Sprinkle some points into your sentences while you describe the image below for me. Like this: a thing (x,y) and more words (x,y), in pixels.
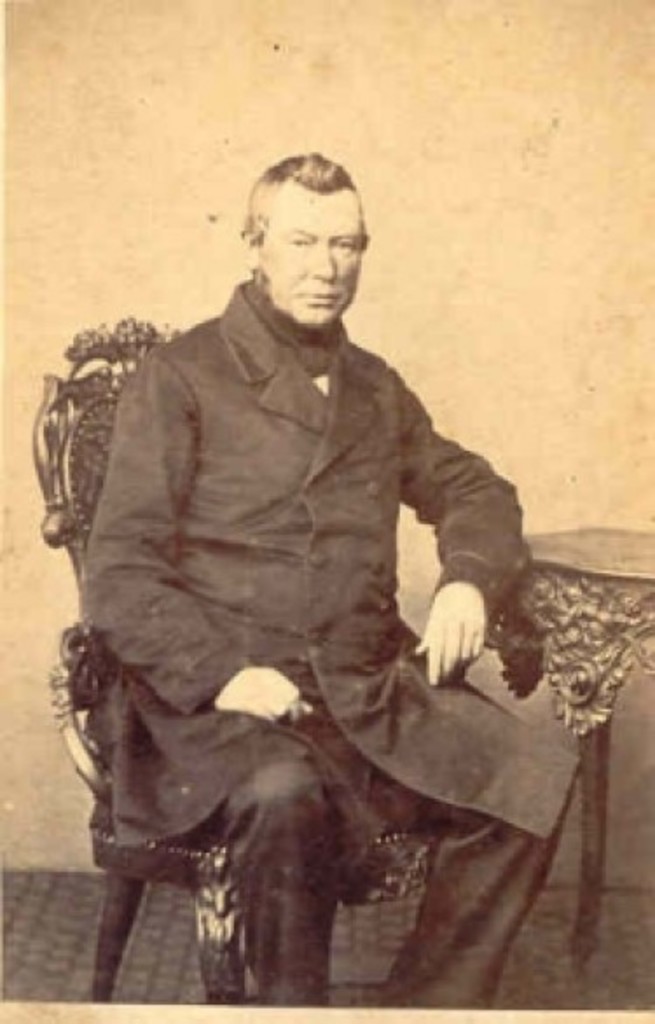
In this image a person (243,518) is sitting on the chair (196,834), beside a table (576,543). He kept his hand (443,625) on the table (573,566). Behind him there is a wall (18,785).
